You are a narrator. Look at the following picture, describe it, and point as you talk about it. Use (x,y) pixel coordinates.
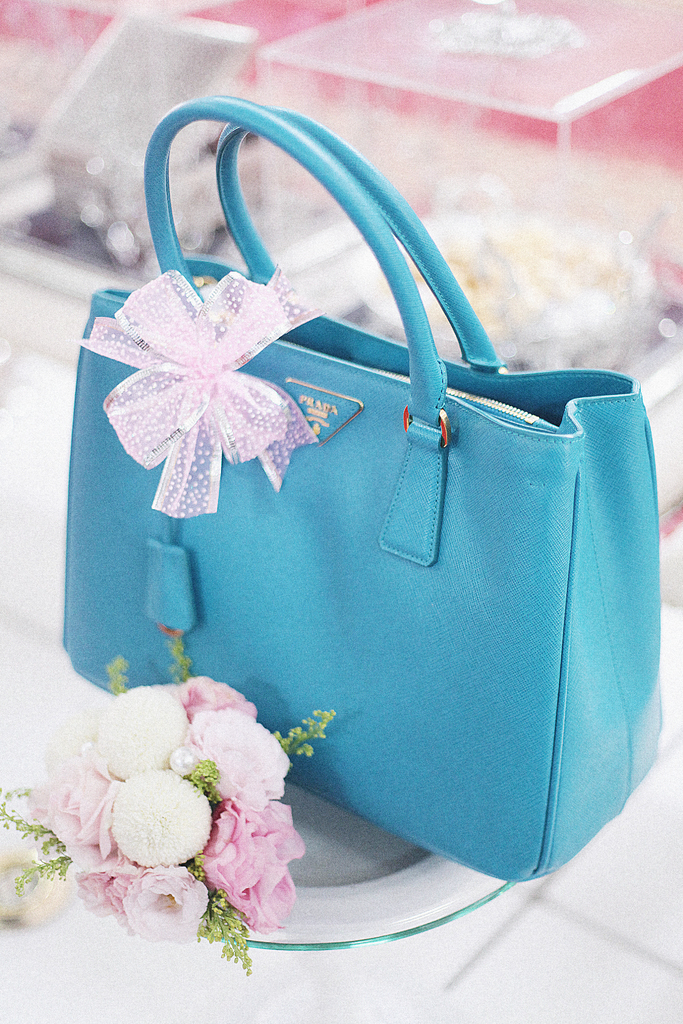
In this picture we can see a bag (234,626), flowers (178,707), and couple of boxes (619,107) on the table (11,532).
